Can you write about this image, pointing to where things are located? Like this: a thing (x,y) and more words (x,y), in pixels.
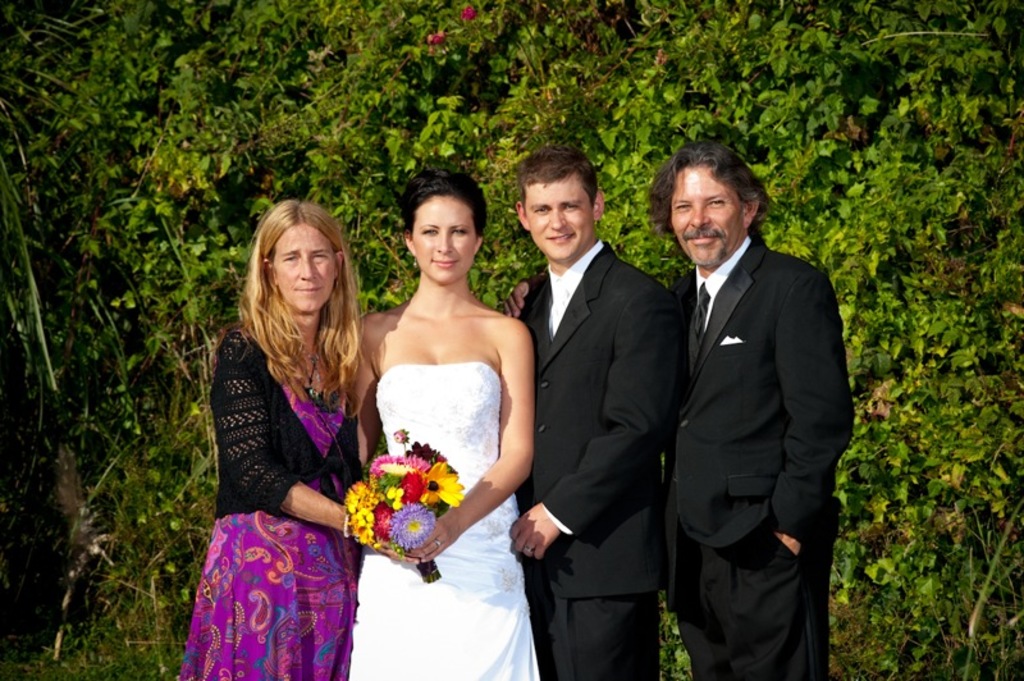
In this image, we can see four people (595,653) are standing and smiling. Here we can see two women (382,397) are holding a flower bouquet (404,509). Background (1015,491) we can see trees (443,138), leaves (493,138) and flowers (436,37).
